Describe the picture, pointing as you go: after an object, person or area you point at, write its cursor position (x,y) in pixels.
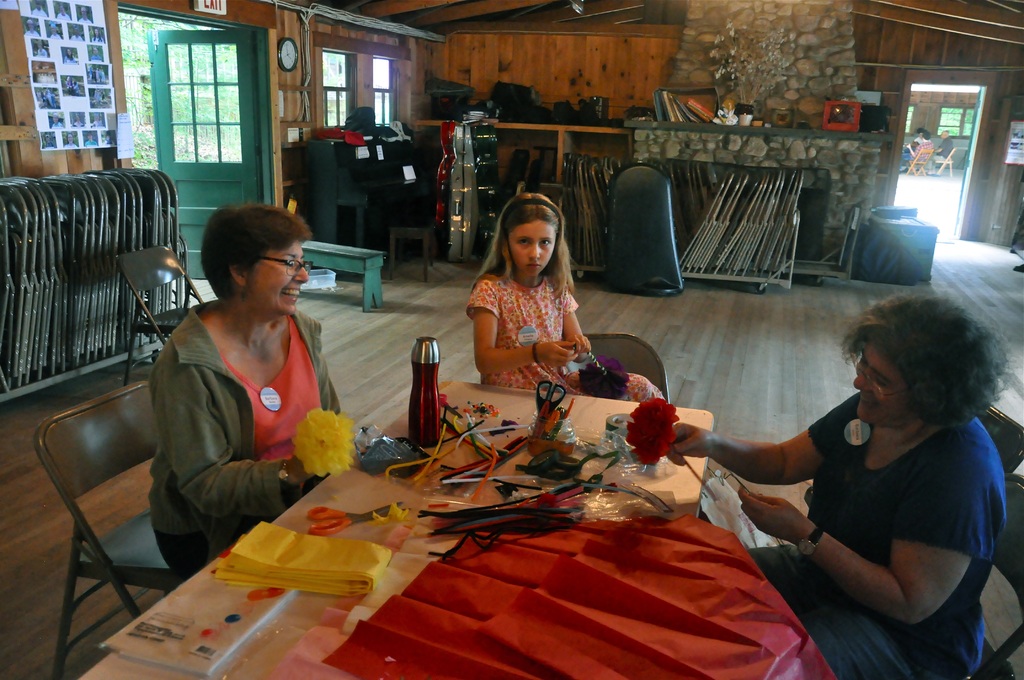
On the background (183,88) we can see doors (180,196), exit board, clock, windows (329,102) and photo frames (98,85) over a wall (32,153). We can see a decorative wall (820,111) with a stones (799,45). We can see chair (916,157). Here we can see few persons (932,143) sitting on chairs (927,159) and here also the same. And on the table (512,436) we can see decorative paper flowers (653,413), scissors (323,524), book (178,645), bottle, chart papers (603,638). This is an empty chair (137,295). This is a bench (378,279). These are chairs (74,255) arranged in a sequence manner.
